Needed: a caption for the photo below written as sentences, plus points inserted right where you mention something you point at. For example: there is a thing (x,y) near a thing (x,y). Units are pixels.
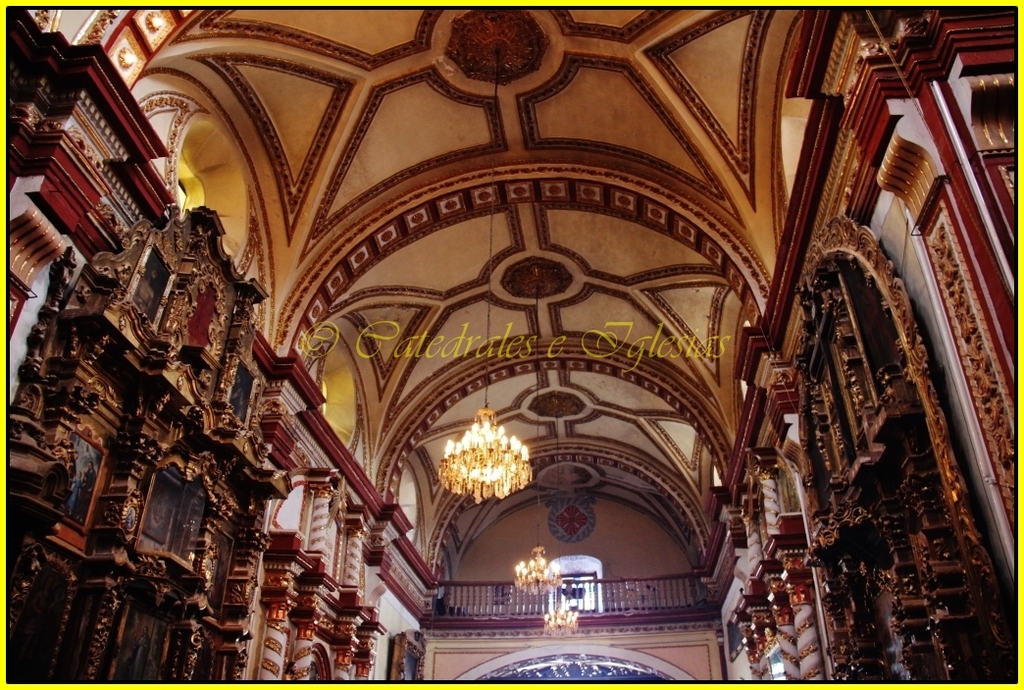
In this image we can see a wall (300,531) with wooden design (197,377) in the left (249,482) and right corner (989,440). There is a wall (616,561), wooden railing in the background (558,601). There are lights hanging on roof (420,415) at the top (366,132).
